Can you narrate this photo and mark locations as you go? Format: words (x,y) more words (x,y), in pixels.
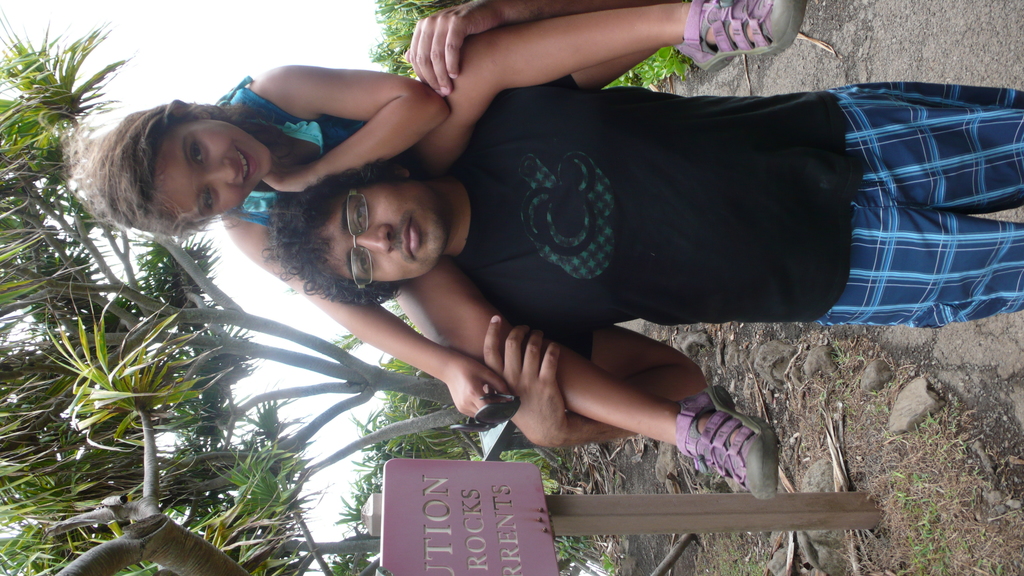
This picture is clicked outside. In the foreground (472,260) we can see a girl (257,205) smiling and sitting on the shoulders (496,164) of a man (513,164) who is wearing black color t-shirt (614,226) and standing. In the background (764,415) we can see the grass (938,472), text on the board (538,523) attached to the wooden pole (738,528) and we can see the trees (48,353), plants (34,63), sky (57,30) and some other objects (819,362).
